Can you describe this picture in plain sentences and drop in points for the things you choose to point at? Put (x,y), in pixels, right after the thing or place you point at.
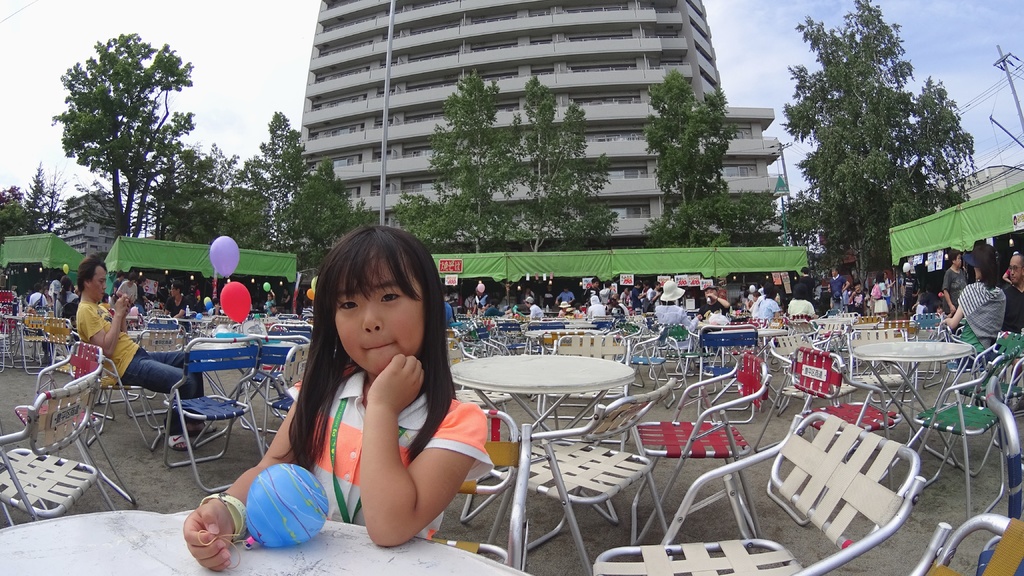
This image is clicked outside. There are trees (866,179) in the middle (551,211) and a building (361,74) on the top (360,109). There are so many stalls (33,236) in the middle (510,281) which are in green color. There are so many tables (580,356) and chairs (515,345) around the table (613,380). There is a kid (372,412) sitting in front (336,362) who is holding a blue color balloon (313,487), she is wearing ID card (336,415).
